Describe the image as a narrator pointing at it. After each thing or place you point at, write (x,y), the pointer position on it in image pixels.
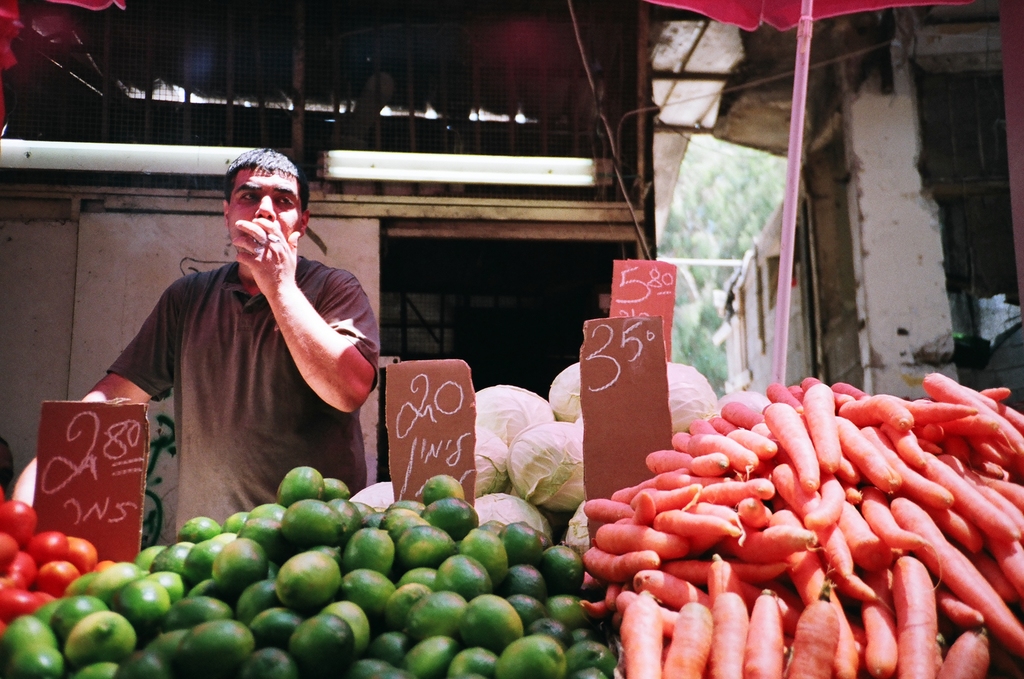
in this image we can see lemons (173,576), tomatoes (54,541), carrots (638,524) and cabbages (510,467). There are price tags (417,437). In the back (282,313) there is a person (287,309). Also we can see a pole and a part of an umbrella (784,8). In the back (947,98) there are buildings (937,84).
